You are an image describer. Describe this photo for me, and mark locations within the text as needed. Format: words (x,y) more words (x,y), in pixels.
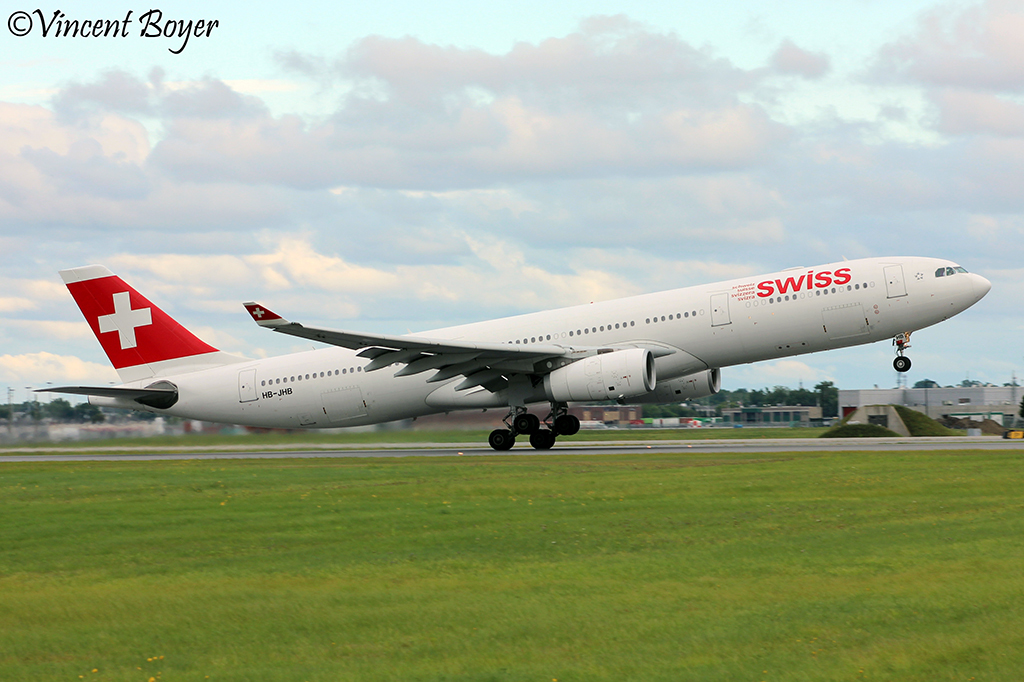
In this picture we can observe an airplane (332,382) on the runway (941,442). There is some grass (581,458) on the ground (625,445). In the background (871,395) there are buildings (737,414) and trees (4,415). We can observe a sky (225,168) with clouds (397,149). On the left side (66,26) there are black color words (103,17).
